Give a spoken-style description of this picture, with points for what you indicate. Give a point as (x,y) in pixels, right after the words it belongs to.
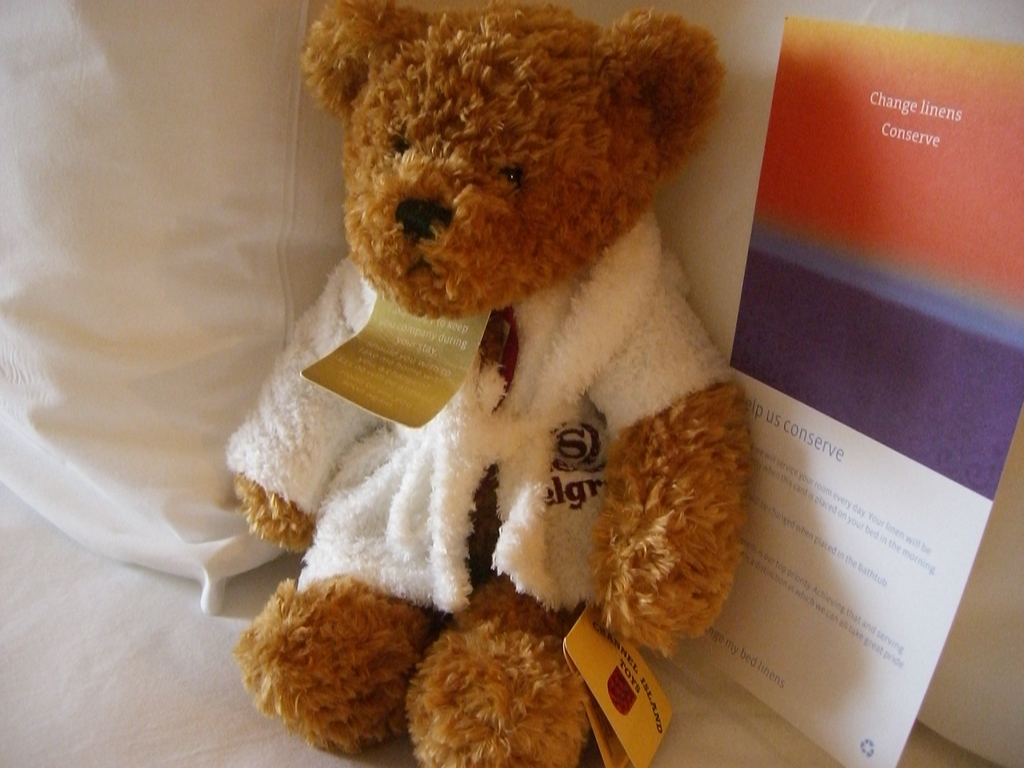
This picture is mainly highlighted with a teddy bear (654,468) which is brown in colour. Behind teddy bear (536,118) we can see a board (827,459) stating "change linens conserve". Here we can see a white pillow kind of thing (197,327).
